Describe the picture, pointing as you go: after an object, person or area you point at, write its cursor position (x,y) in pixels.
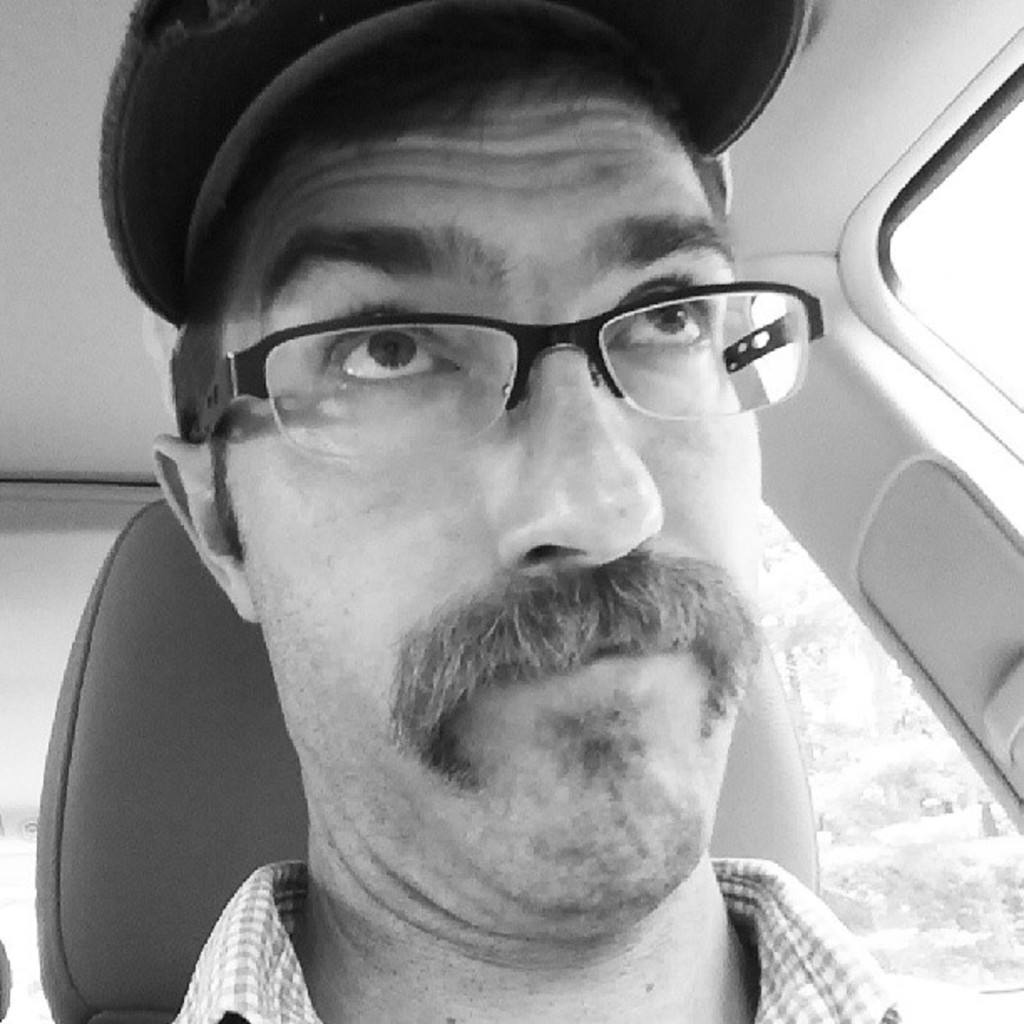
This image consists of a person (556,478) wearing a cap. He is sitting in a car (801,732). On the right (967,893), we can see some trees (957,903).
